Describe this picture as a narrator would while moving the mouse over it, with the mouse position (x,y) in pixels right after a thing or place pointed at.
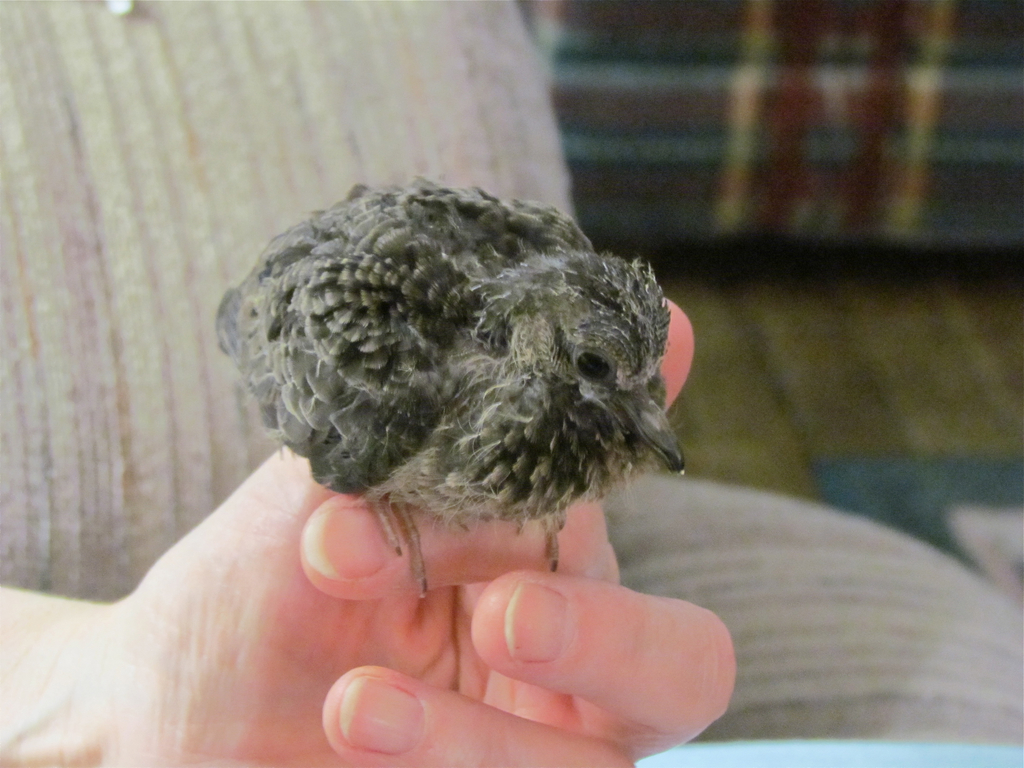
This image consists of a bird (421,354) sitting on the fingers (398,578) of a person (204,652). In the background (330,87), there is a sofa (657,197). At the bottom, there is a floor (880,355).
